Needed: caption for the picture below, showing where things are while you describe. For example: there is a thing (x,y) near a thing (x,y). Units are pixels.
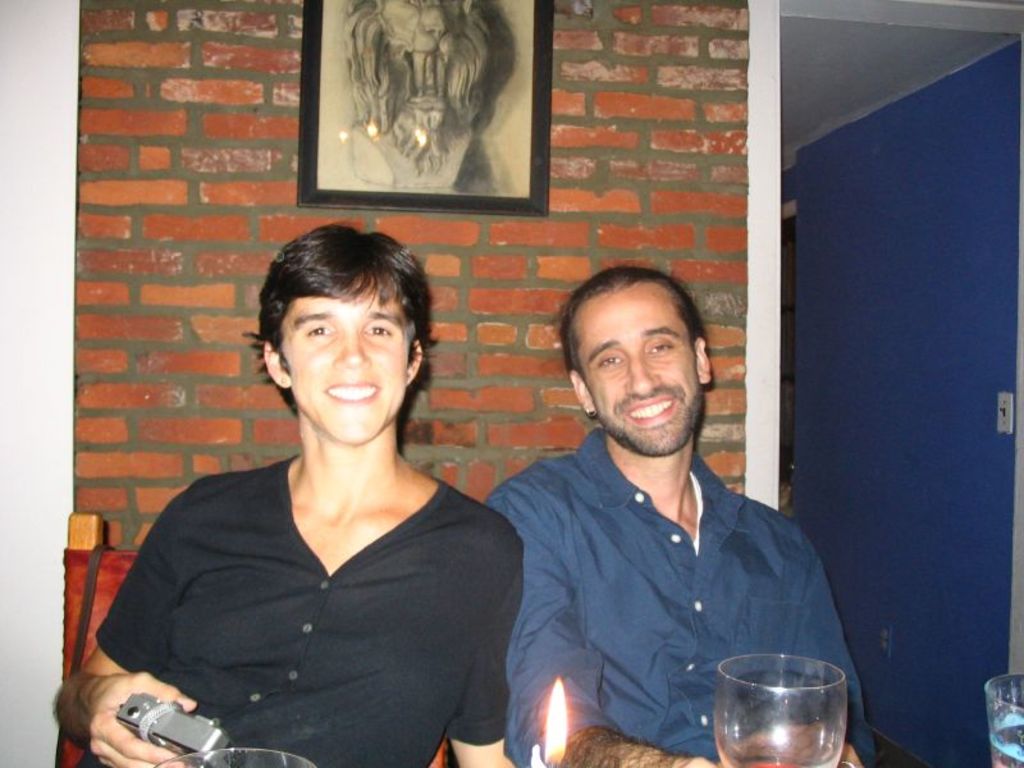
Here in this picture we can see two persons (435,691) sitting on chairs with table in front of them and we can see a candle (559,681) and couple of glasses (792,710) present on the table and both of them are smiling and the person (476,629) on the left side (197,739) is holding a camera (182,723) in hand (117,698) and behind them on the wall (297,36) we can see a portrait (431,170) present.
